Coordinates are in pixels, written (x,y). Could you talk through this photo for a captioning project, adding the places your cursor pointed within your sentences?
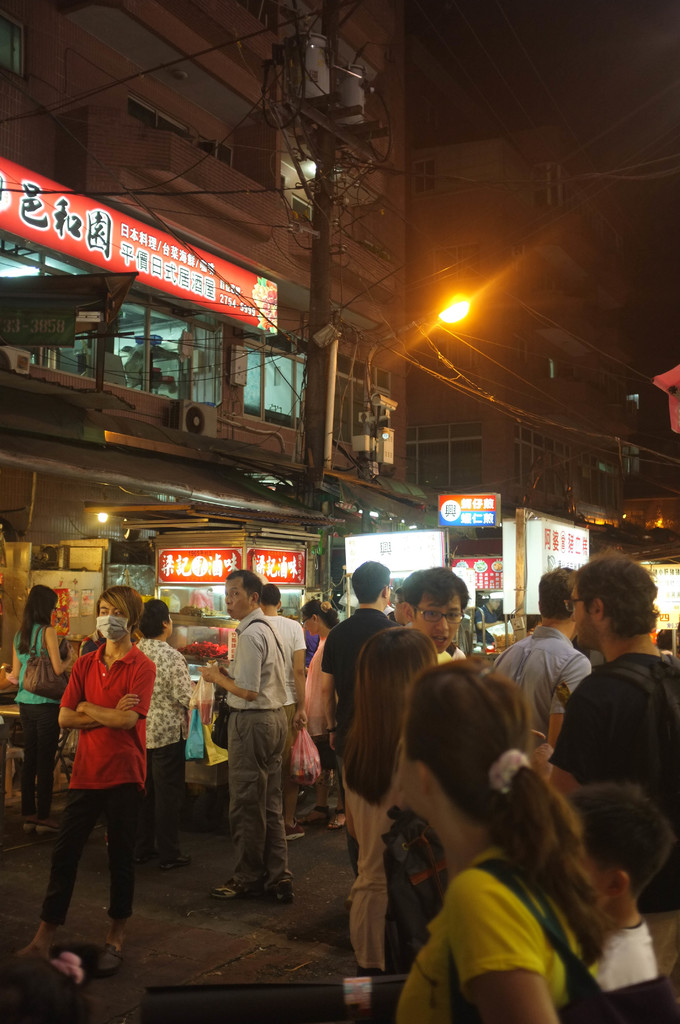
In the center of the image (264,614) a group of people (325,749) are standing. At the top of the image (394,244) we can see the buildings (159,160), sign board (191,270), transformer (341,104), light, wires (446,379) are there. At the bottom of the image (169,908) ground (221,906) is present. At the top of the image (589,96) sky (586,88) is there.
